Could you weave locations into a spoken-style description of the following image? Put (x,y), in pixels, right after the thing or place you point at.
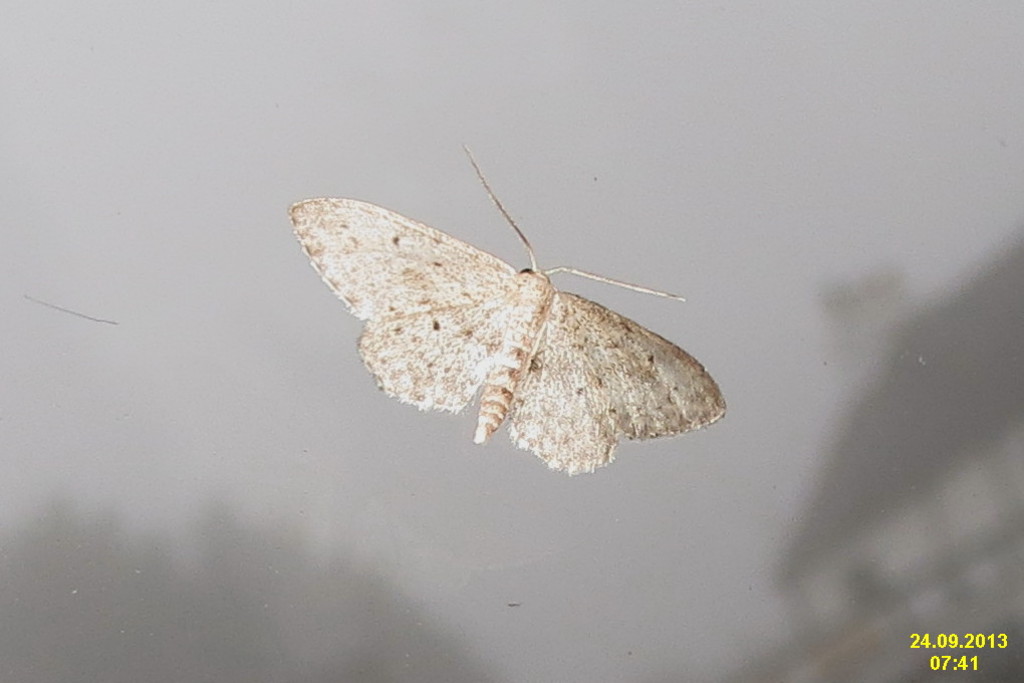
In this image there is a picture of a moth (474,341) in the middle (434,341) and there is some date (935,648) mentioned at the bottom right corner of this image (927,650).
